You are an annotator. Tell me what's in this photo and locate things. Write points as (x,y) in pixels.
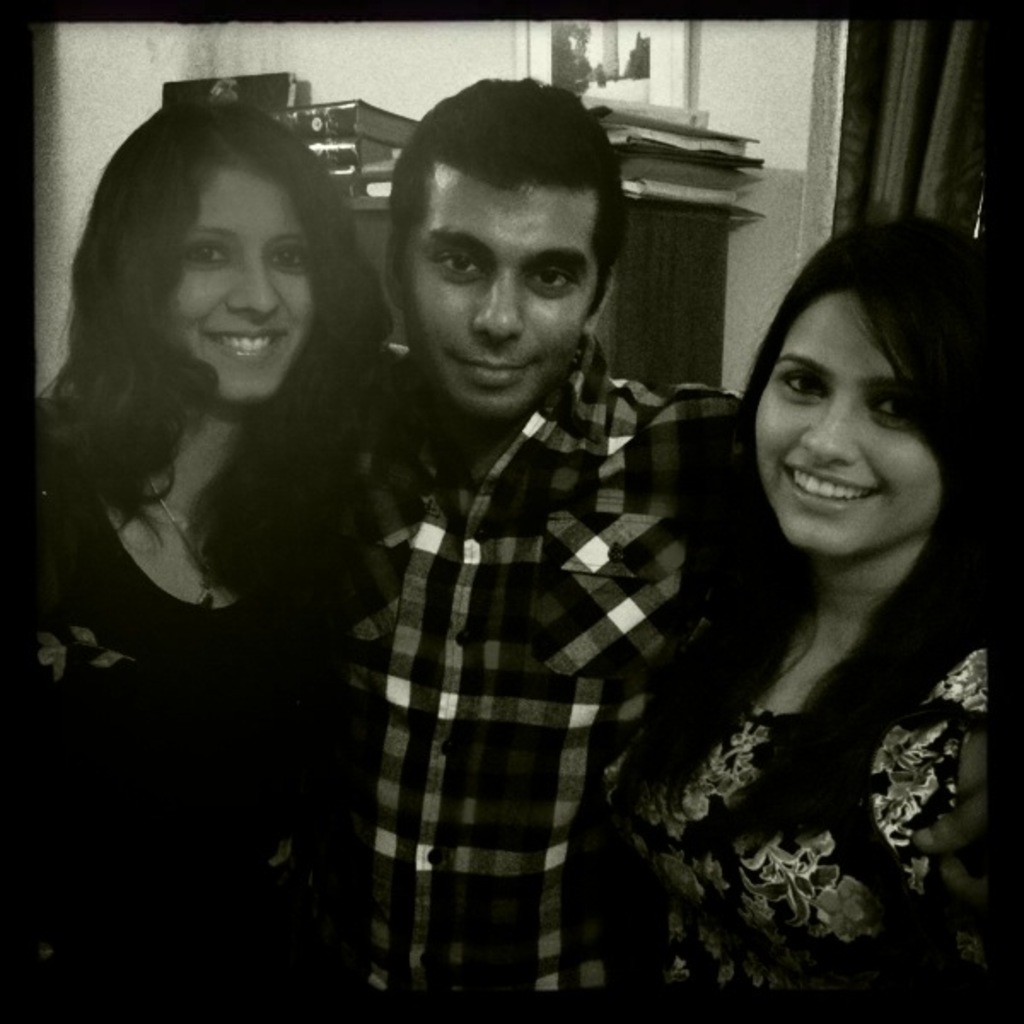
In this picture I can see there are three persons (437,636) standing here, they are smiling and in the backdrop (650,287) there is a wooden shelf (678,271) and there are some books (618,122) placed on the wooden shelf (707,224) and in the backdrop (644,72) I can see there is a curtain (920,124) and a wall (782,78) with a photo frame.
